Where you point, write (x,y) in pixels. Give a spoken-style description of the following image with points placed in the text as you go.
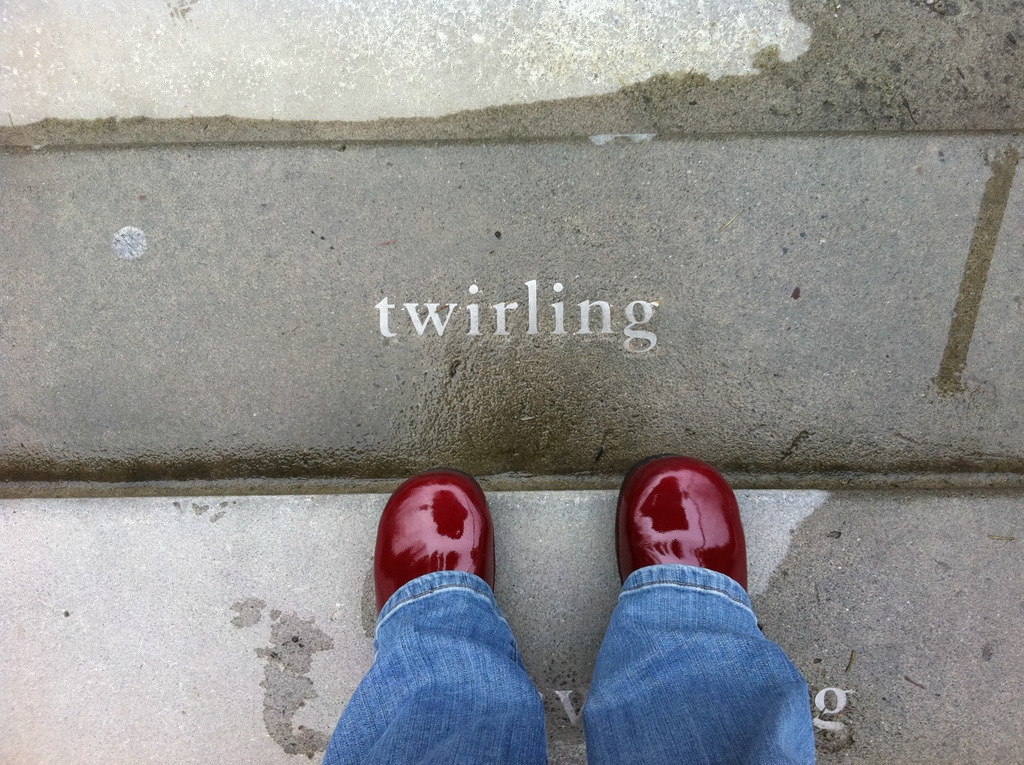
In this picture there are two legs (696,575) at the bottom side of the image (651,572), on the stair (775,589).
